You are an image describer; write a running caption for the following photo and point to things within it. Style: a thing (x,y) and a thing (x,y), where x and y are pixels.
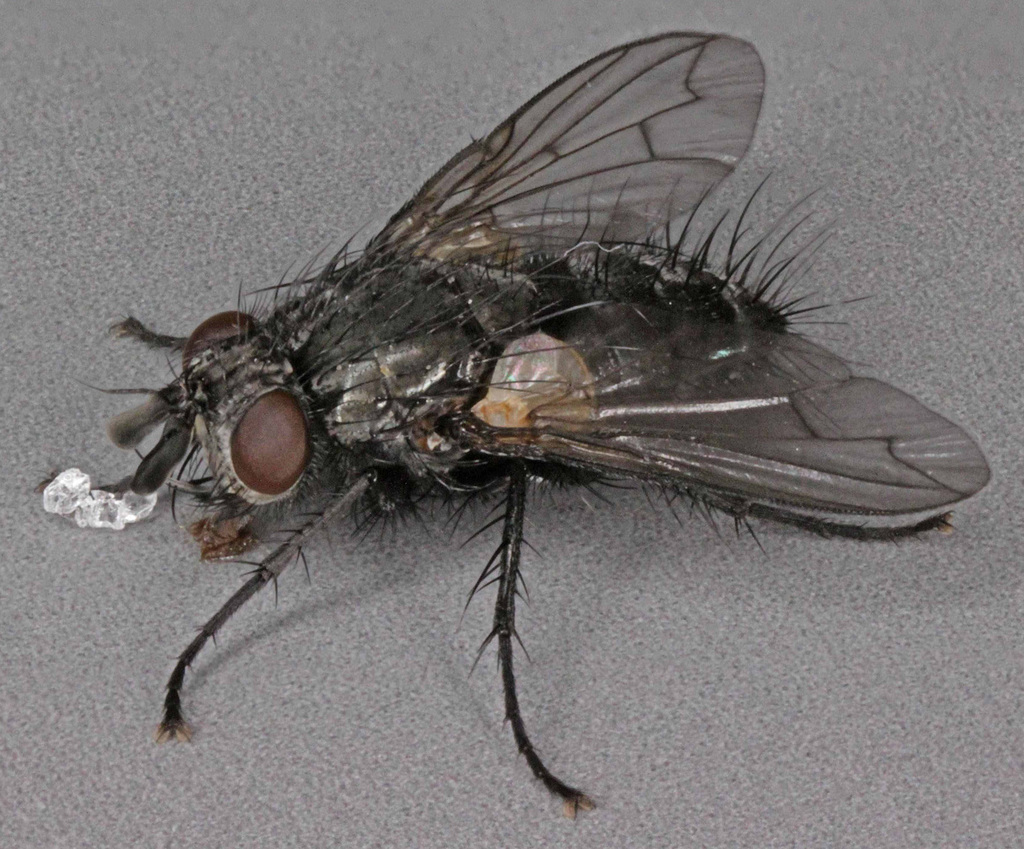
In this image I can see a insect (593,340) which is in black and brown. Insect (681,378) is on the ash floor (814,632).
